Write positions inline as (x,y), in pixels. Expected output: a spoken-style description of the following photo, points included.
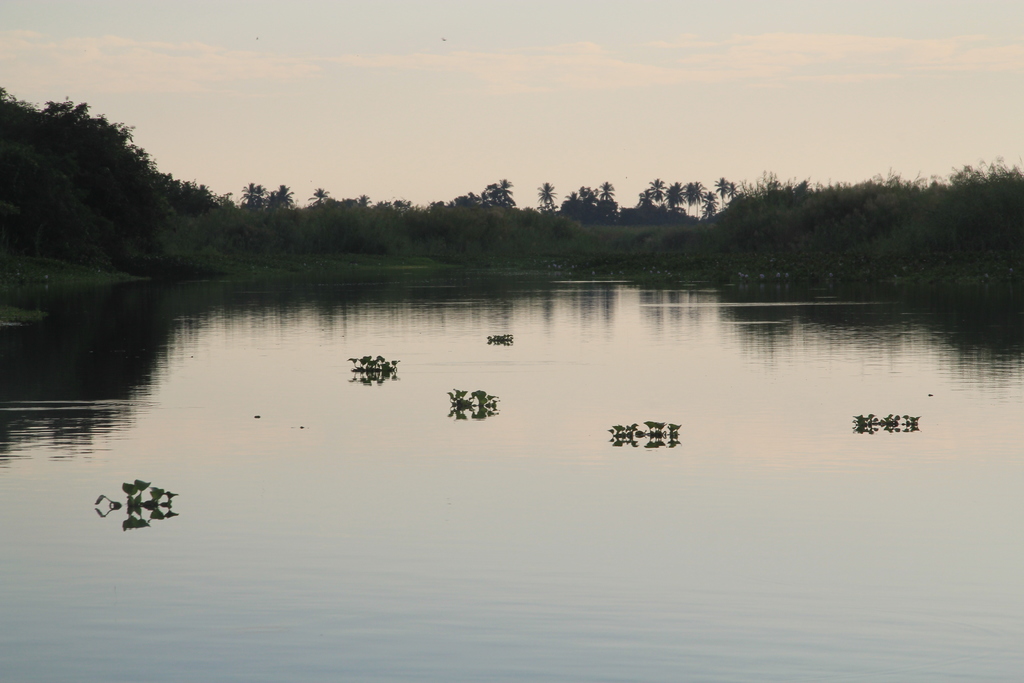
In this image at the bottom (491,602), there are plants (890,430) and water (491,534). In the background (97,251) there are trees (157,221), grass (595,269), sky (454,133), clouds (564,69).
